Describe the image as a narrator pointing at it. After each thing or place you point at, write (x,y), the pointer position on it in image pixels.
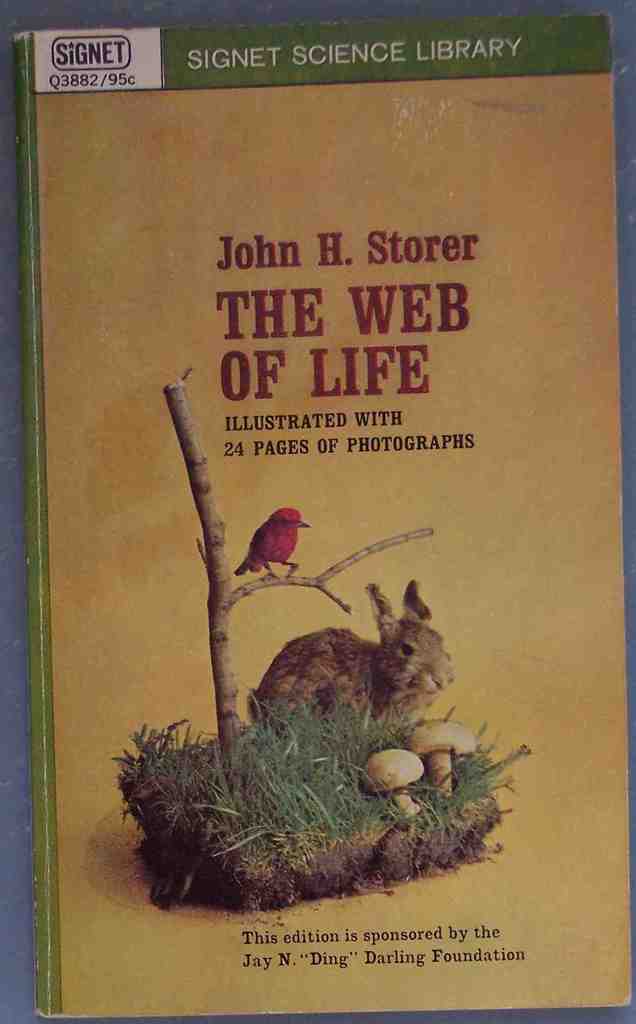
In the picture I can see a book (574,210). On the cover photo (306,524) of a book (430,531) I can see a bird (275,529) on the branch (322,575) and I can see a rabbit (341,656) and mushrooms (452,728).
